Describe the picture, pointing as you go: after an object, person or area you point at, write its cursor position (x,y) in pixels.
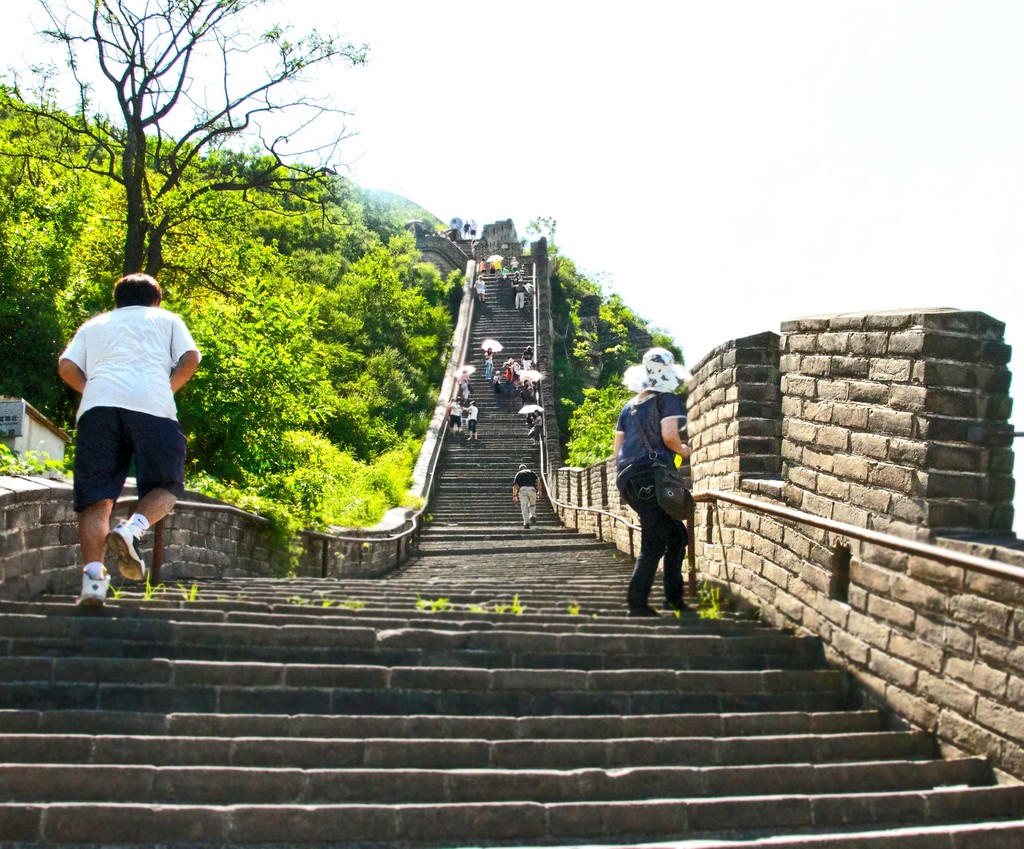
In this picture we can see a group of people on steps (726,756) and in the background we can see a shed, trees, sky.
